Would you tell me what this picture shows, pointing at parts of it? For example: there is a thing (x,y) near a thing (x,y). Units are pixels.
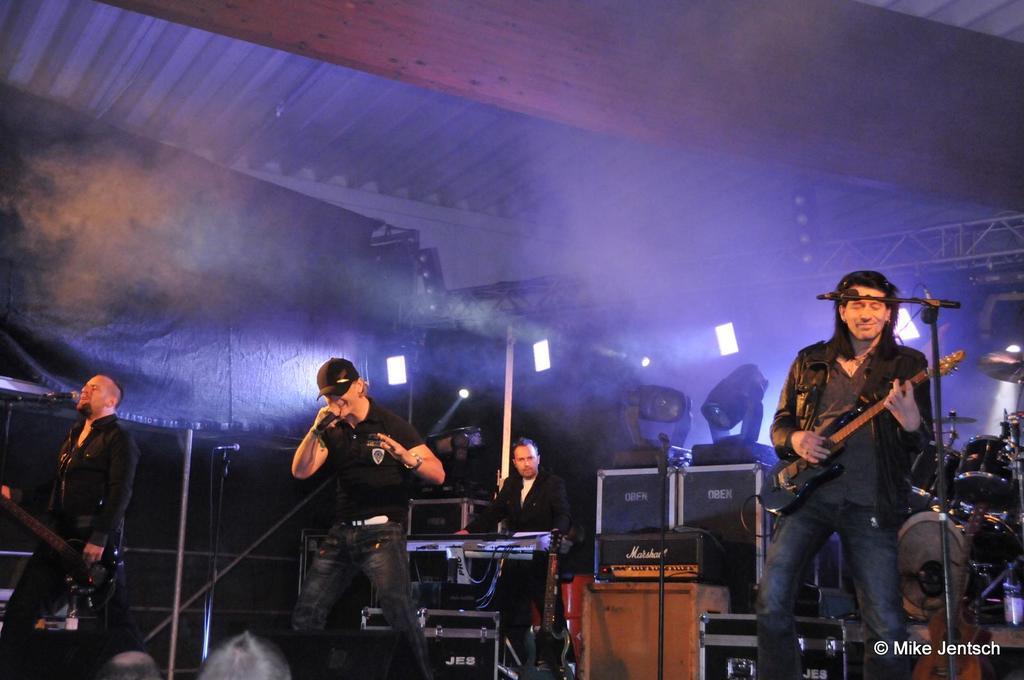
This picture is clicked in a musical concert. The man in the middle of the picture (369,441) wearing black t-shirt (352,506) and black cap (348,388) is holding a microphone (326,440) in his hands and singing on it. Beside him, the man (119,388) on the left corner of the picture (83,501) wearing black shirt (109,476) is holding a guitar (78,572) in his hand (97,551) and he is singing on the microphone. Man (856,356) on the right corner of the picture (792,519) wearing black shirt (865,473) is holding a guitar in his hand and playing it. In front of him, we see a microphone (940,458). Behind him, the man (535,490) in black shirt (535,506) is playing keyboard (455,545) and behind him, we see many musical instruments (555,565).
